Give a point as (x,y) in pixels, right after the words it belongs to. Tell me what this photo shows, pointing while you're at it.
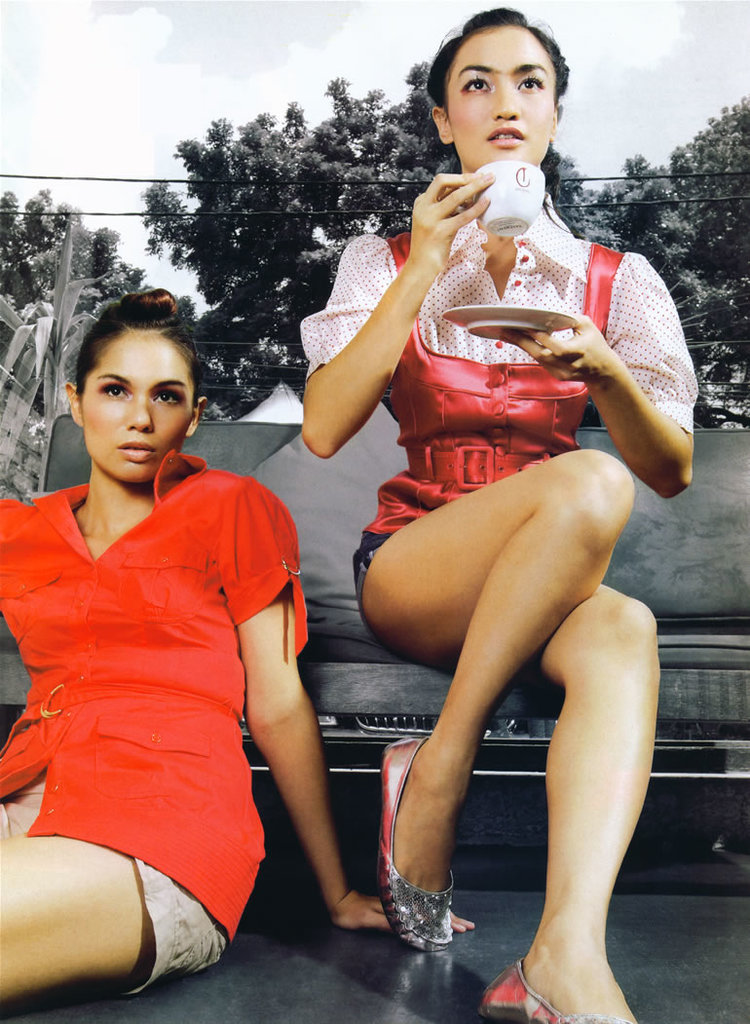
In the center of the image (269,641) we can see one person (298,678) is sitting on the floor (214,972) and the other person (491,656) is sitting on the sofa (517,672). And they are in different costumes (263,593). Among them, we can see one person (538,405) is holding a cup (501,198) and saucer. In the background (404,126), we can see the sky (609,57), clouds (644,79) and trees (734,306).
